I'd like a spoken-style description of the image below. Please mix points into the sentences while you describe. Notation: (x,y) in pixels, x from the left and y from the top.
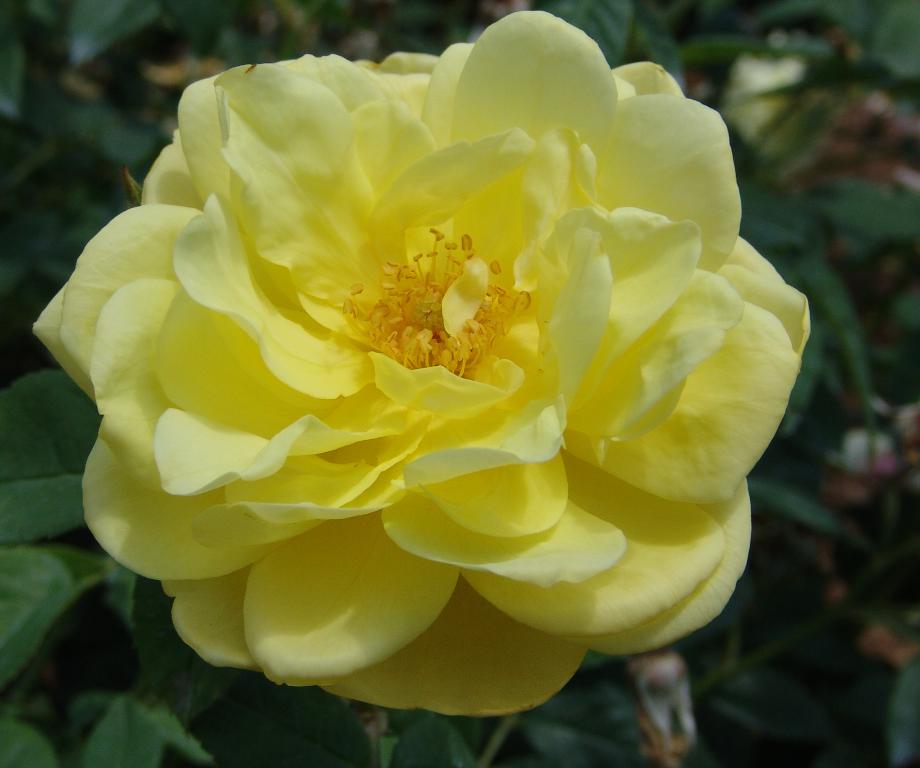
There is a plant (335,661) having a yellow color rose (682,288). In the background (865,10), there are other plants (193,709) which are having green color leaves (799,58).
